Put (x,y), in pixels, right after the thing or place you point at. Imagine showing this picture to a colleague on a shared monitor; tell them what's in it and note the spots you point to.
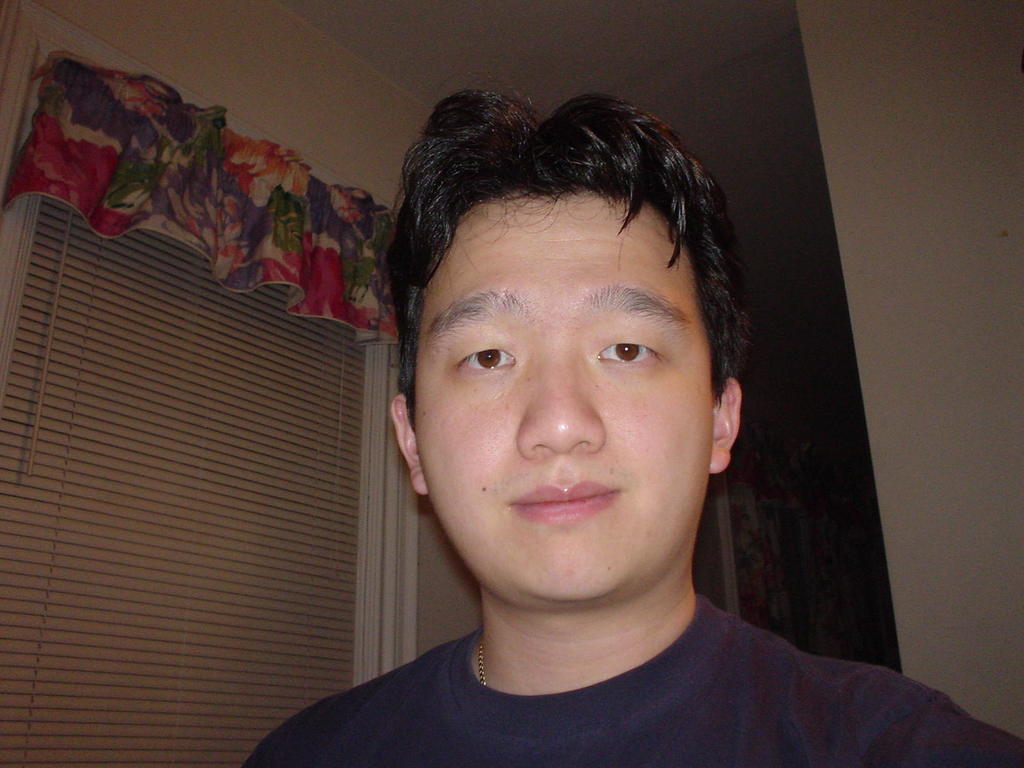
In this image I can see a person (464,651) wearing a blue color t-shirt (467,681) and in the background (201,334) I can see a window (255,373) and a colorful curtain (364,196) attached to the window (304,380) and the wall (370,87).
